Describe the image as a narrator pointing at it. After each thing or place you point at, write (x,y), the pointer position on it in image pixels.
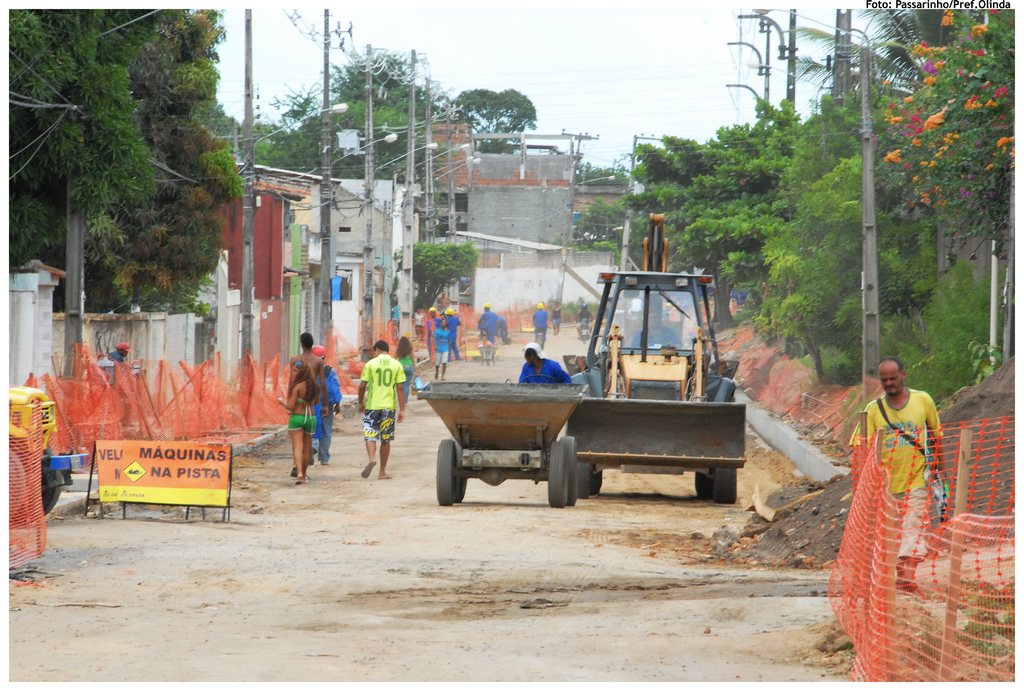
In this image we can see two vehicles (550,453) and a group of people (282,399) walking on the road (828,576). We can also see a fence (874,529), a group of trees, street poles (329,128) and a board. On the backside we can see a group of buildings (470,284) and the sky (561,103) which looks cloudy.
